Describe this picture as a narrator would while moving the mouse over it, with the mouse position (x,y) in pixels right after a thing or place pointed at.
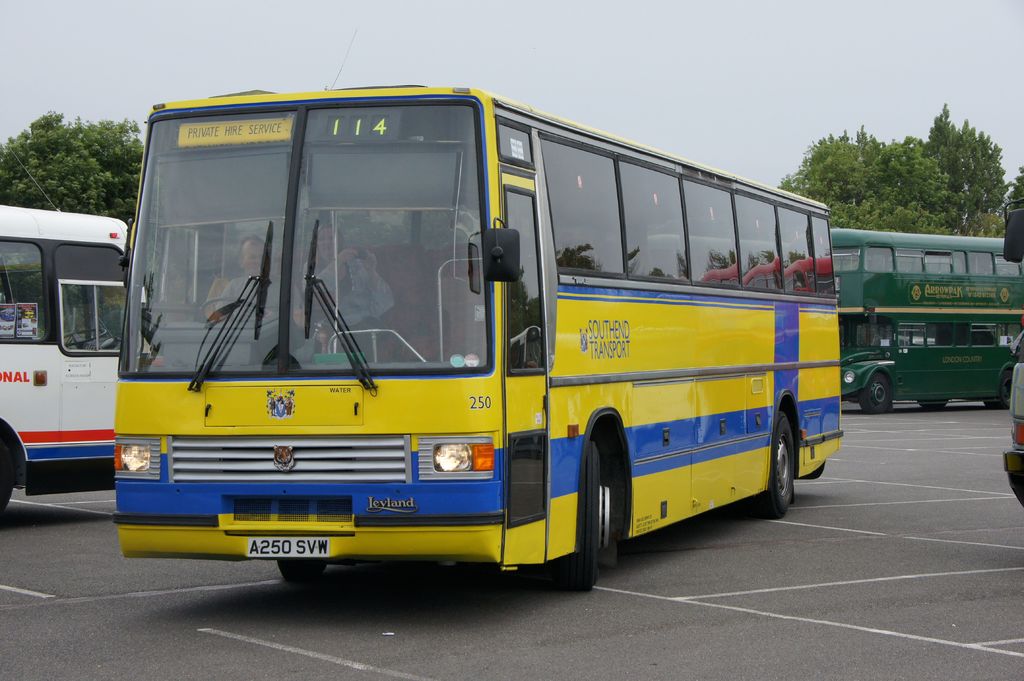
In this image there are people (352,280), posters (24,312), vehicles (91,312) and road (621,567). Inside the vehicle (378,249) there are people (246,264). Something is written on the vehicles (857,262). In the background of the image (835,164) there are trees (53,114) and sky (330,33).
